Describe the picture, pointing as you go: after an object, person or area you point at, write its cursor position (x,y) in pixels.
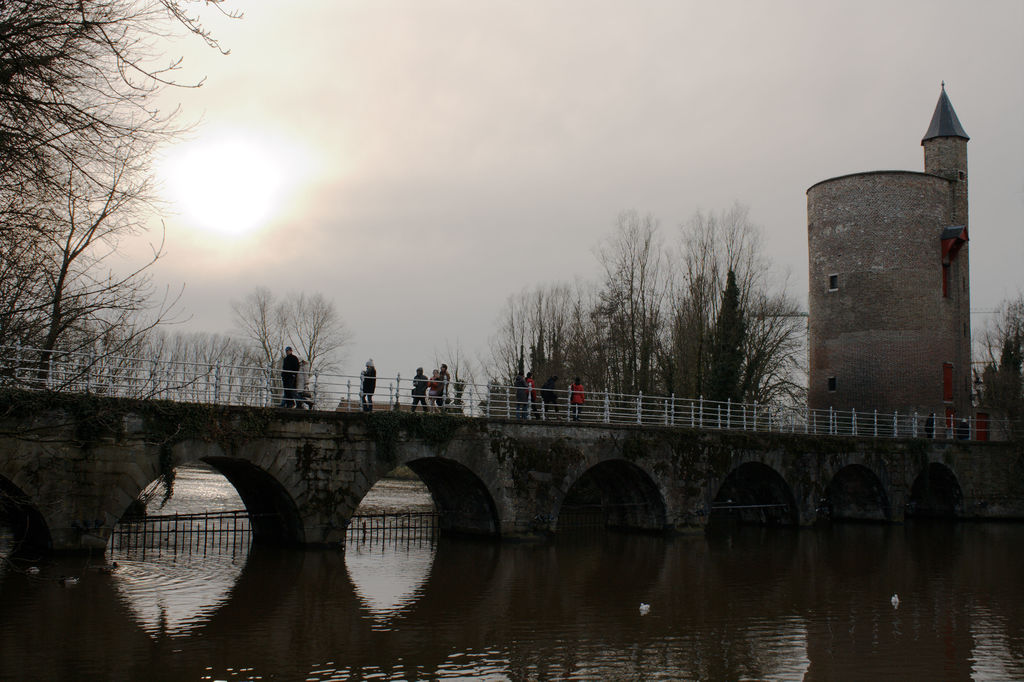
In this picture, we see people (431,383) walking on the bridge (265,433). On either side of the bridge (116,409), we see an iron railing (156,357). Under the bridge (439,497), we see water (652,602). On the right side of the picture (827,285), we see a tower (888,344). There are trees (744,369) in the background (56,320). At the top of the picture (401,151), we see the sky (356,138) and the sun (228,166).
